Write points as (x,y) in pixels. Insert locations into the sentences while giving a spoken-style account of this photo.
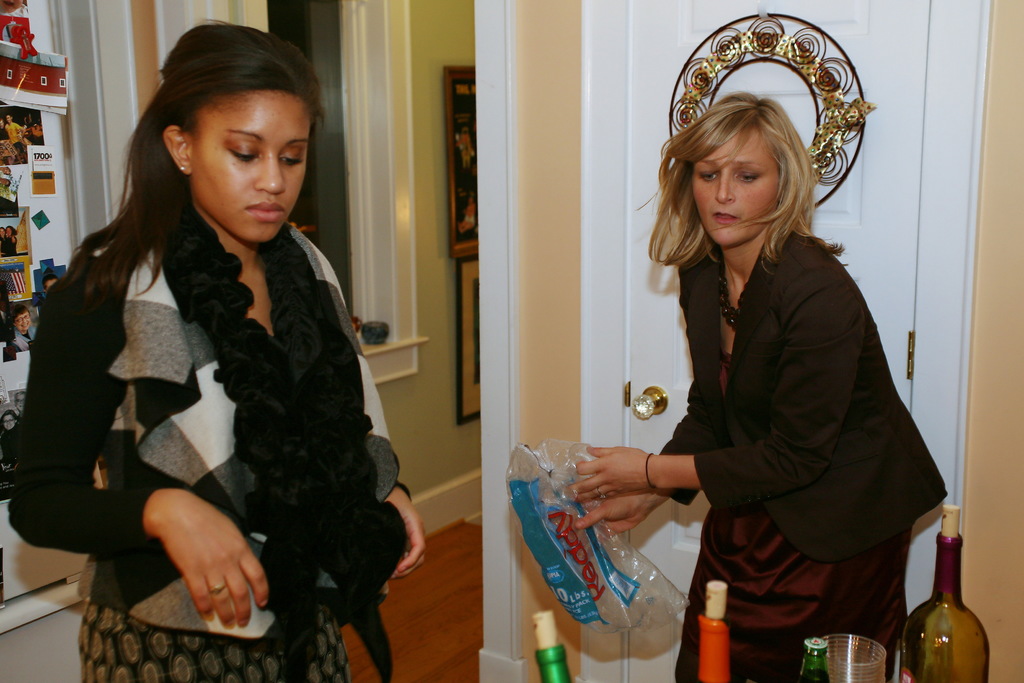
In this image there are two women (108,555) standing in the room (429,484). At the back side (403,467) we can see a wall (429,154) and frames (451,190) attached to the wall (419,43). There is a bottle (924,657) and a glass (875,655).
